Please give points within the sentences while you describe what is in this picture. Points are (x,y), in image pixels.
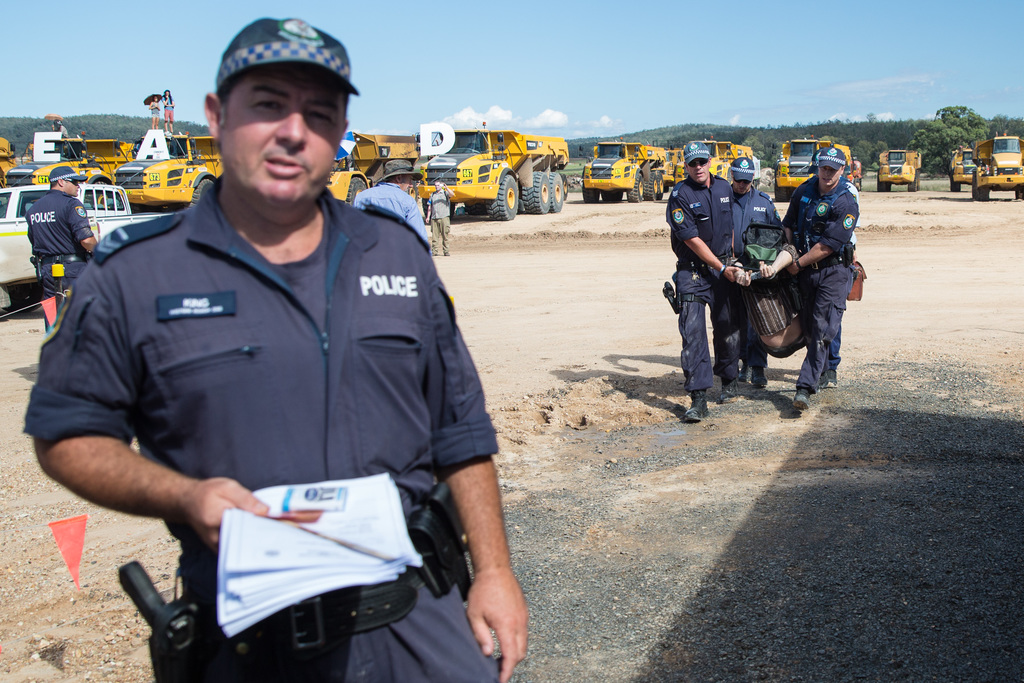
In this image there is a man (318,393) standing. He is holding papers (292,526) in his hand (217,520). Behind him there are many trucks (557,149). There are a few people (41,218) standing near the trucks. To the right (744,240) there are four people (713,245) walking on the ground (752,387). They are carrying a person (777,295). In the background (878,135) there are trees (709,139) and mountains (65,121). At the top (225,27) there is the sky (624,54).
